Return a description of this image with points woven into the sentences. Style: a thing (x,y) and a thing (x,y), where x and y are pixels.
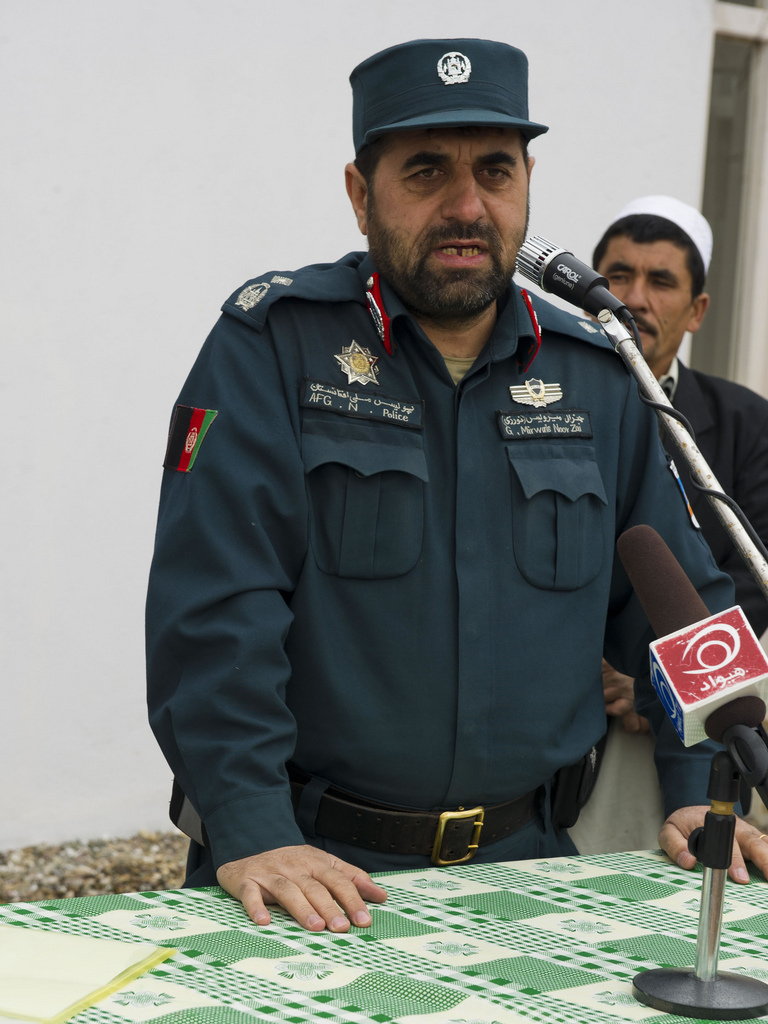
In this image I can see a person (371,80) standing and wearing uniform (426,90), in front (742,707) I can see a microphone (742,722) on the table (432,996). Background (51,483) I can see the other person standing and the wall (159,190) is in white color.
